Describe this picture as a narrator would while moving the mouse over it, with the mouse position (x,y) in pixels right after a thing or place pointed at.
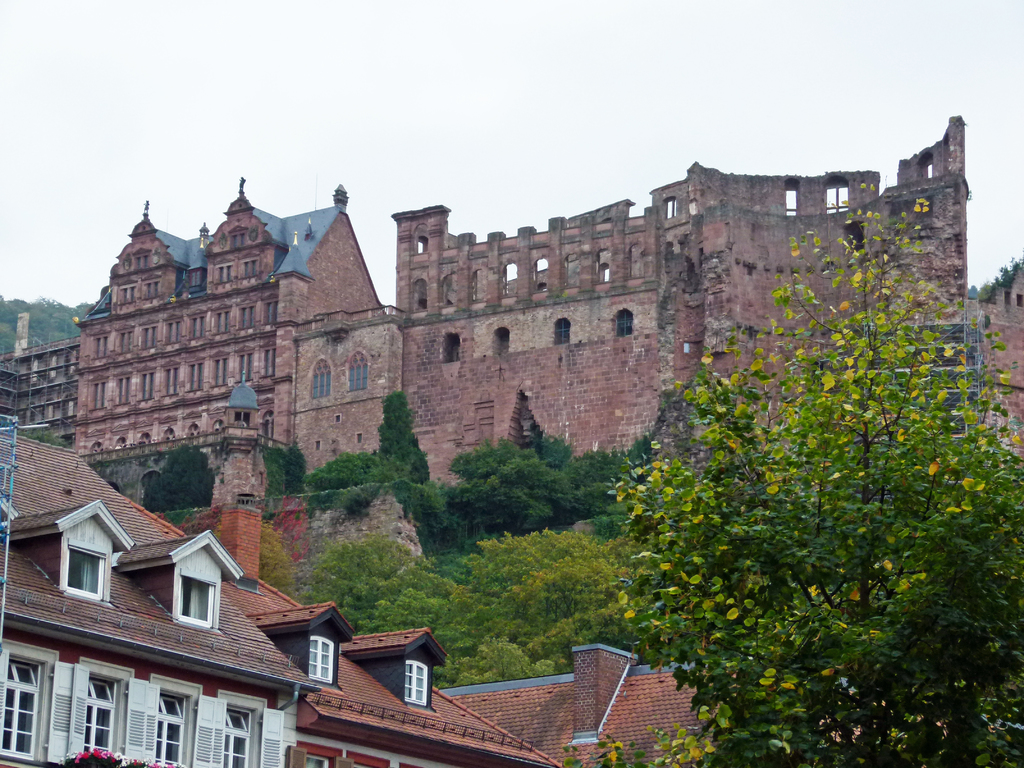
In the image we can see there are buildings (232,357) and these are the windows (170,729) of the buildings (95,615). There are even trees (625,465) and the sky (418,95).
